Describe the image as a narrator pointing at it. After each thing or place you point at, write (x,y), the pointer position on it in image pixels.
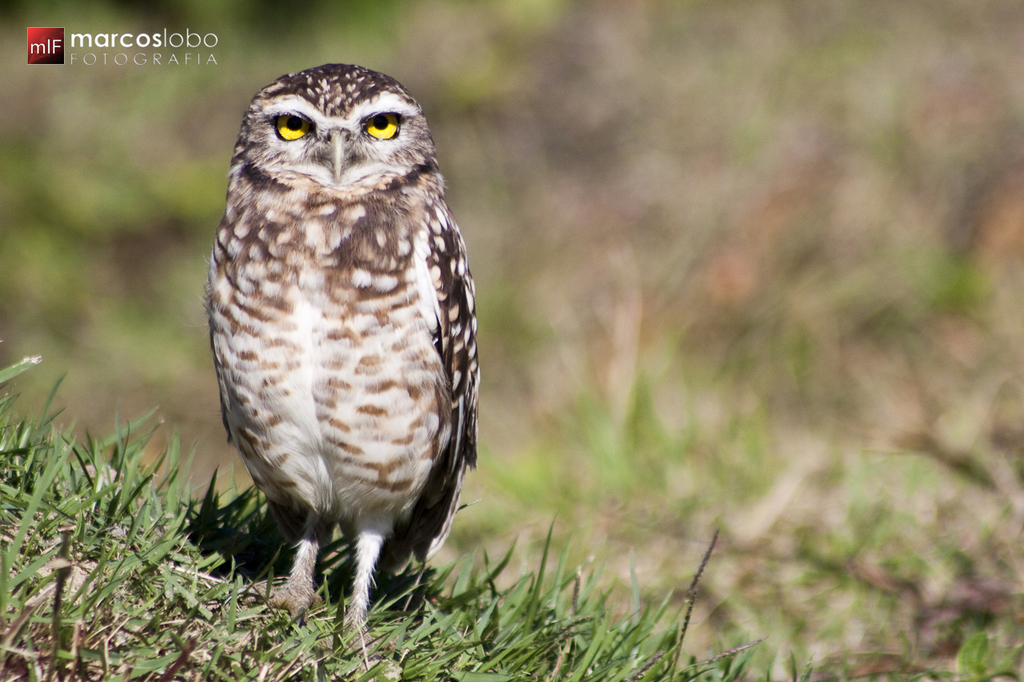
In this picture we can see a owl (381,463) on the grass (525,482), on left top of the corner we can see a watermark (154,42).
